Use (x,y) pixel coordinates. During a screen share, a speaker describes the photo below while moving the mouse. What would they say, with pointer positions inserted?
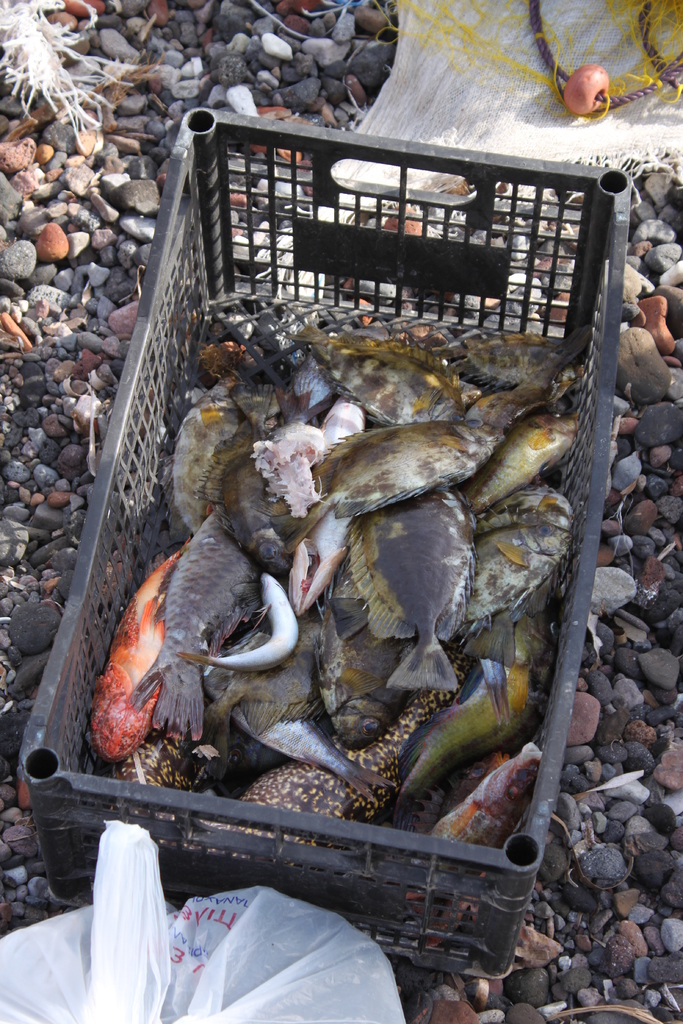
In this picture we can see few fishes (425,507) in the basket (408,275), beside to the basket (381,272) we can find a plastic cover (245,946) and few stones (71,231).
